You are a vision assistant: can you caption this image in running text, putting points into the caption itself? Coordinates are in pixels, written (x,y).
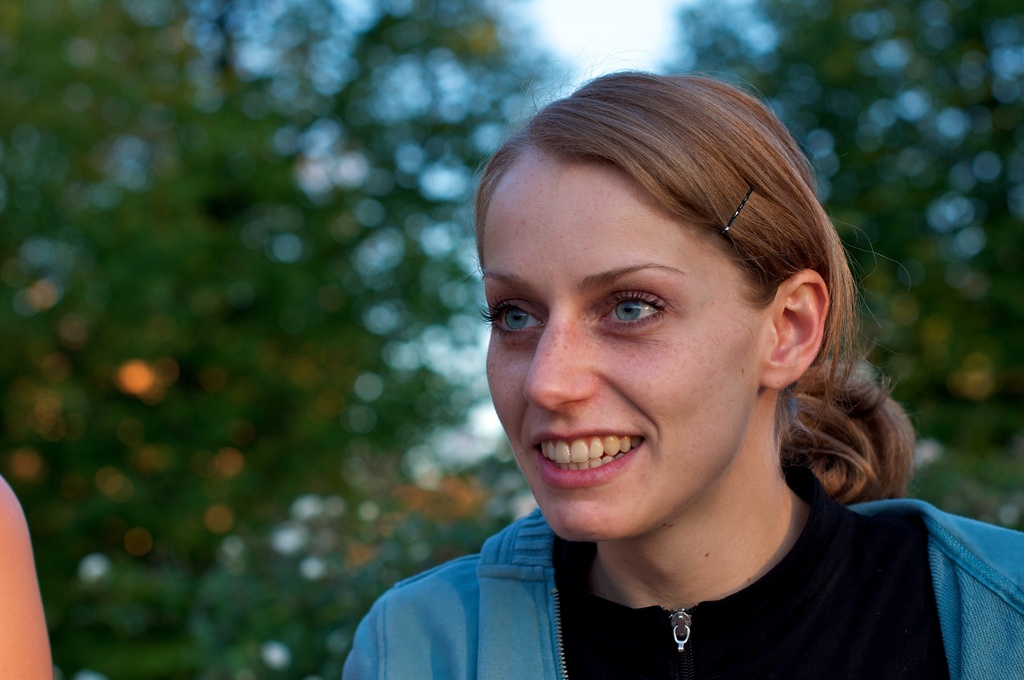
In this picture I can see there is a woman (766,652) standing, she is wearing a black shirt (573,638) and a blue coat (509,597). In the backdrop (288,404) it looks like there are trees (406,80) and the backdrop (350,414) is blurred.
